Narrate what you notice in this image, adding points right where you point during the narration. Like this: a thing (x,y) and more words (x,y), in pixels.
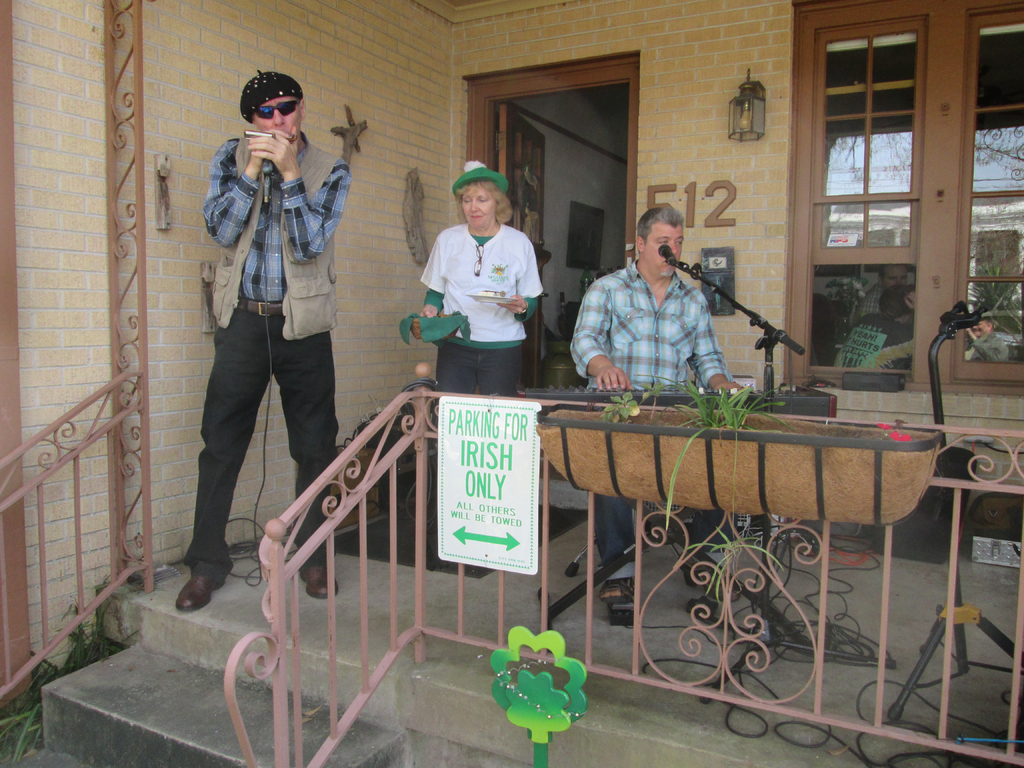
This is a image of a building (633,125). In the foreground of the picture (441,372) there are group of people (295,338), mic (666,257), musical instrument (721,392), plant (719,425), railing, board (458,437), cables (257,502) and other objects (716,283). On the right (911,147) there are windows (824,141). In the center (547,258) the background (741,104) there is a door (620,157) and there are lights (752,120).
